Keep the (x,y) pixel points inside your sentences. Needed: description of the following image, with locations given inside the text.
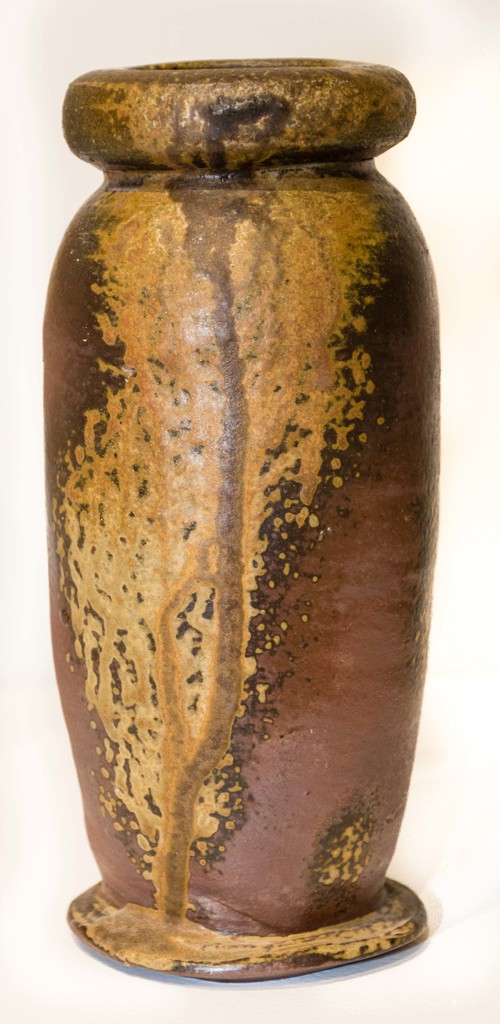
In this image we can see there is a pot (263,523).
